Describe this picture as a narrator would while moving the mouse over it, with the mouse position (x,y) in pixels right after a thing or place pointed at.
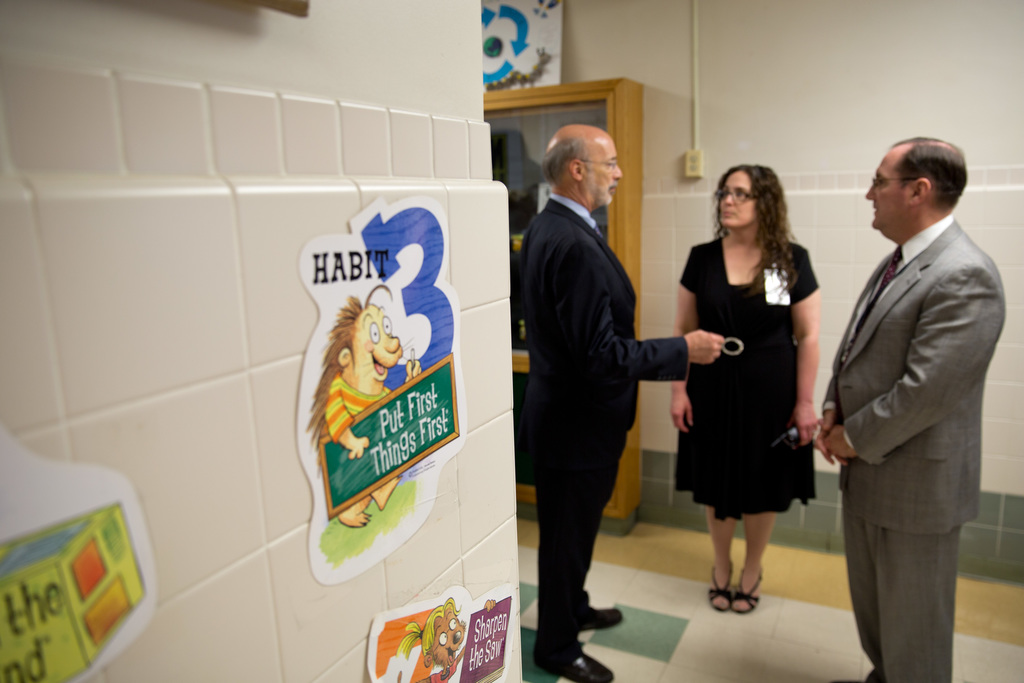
In the picture we can see three people (849,410) are standing on the floor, two are men (976,428) and one woman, woman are wearing black dress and men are wearing blazers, ties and shirts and they are talking something and beside them, we can see a wall (231,138) with tiles (260,154) to it with some stickers (117,568) pasted to it and behind them we can see a wall (809,176) with a cupboard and top of it we can see some white color board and some painting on it.
